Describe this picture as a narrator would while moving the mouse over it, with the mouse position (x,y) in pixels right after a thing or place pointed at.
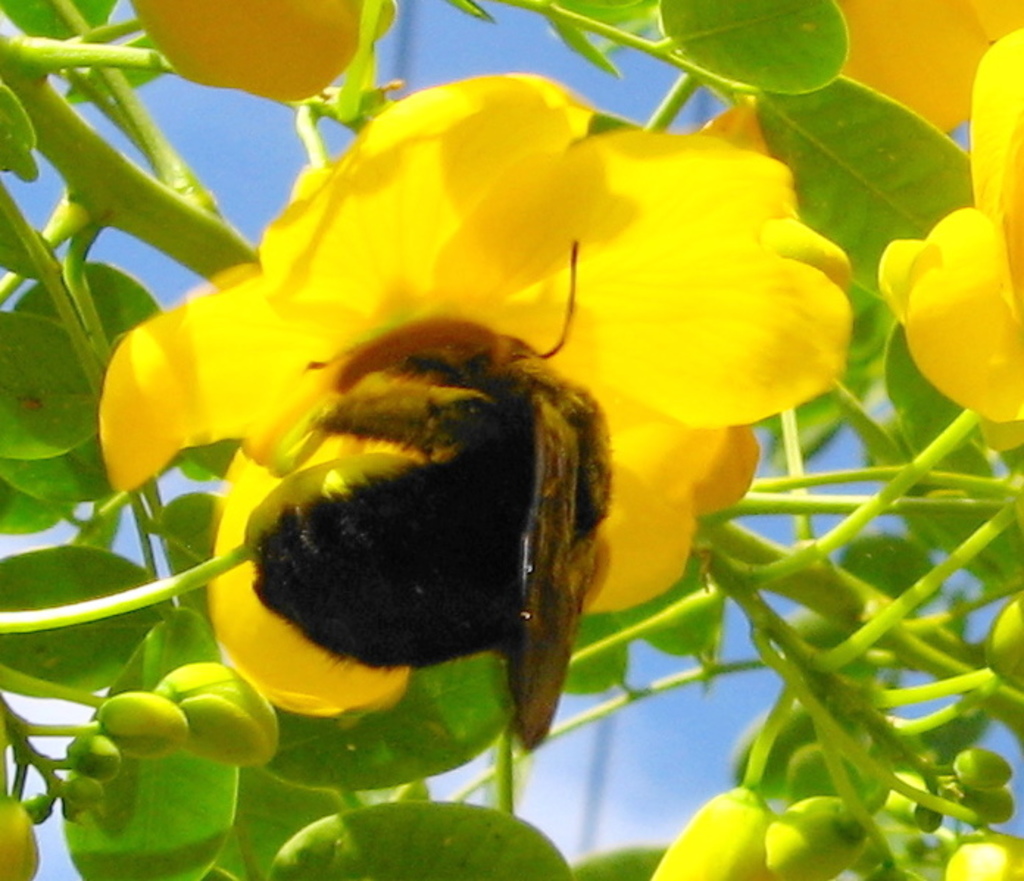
In the center of the image (591,447) an insect (437,418) is there. In the background of the image (40,586) we can see plant (317,440), flowers (293,478), leaves (57,510), buds (217,726), sky (776,605) are there.
